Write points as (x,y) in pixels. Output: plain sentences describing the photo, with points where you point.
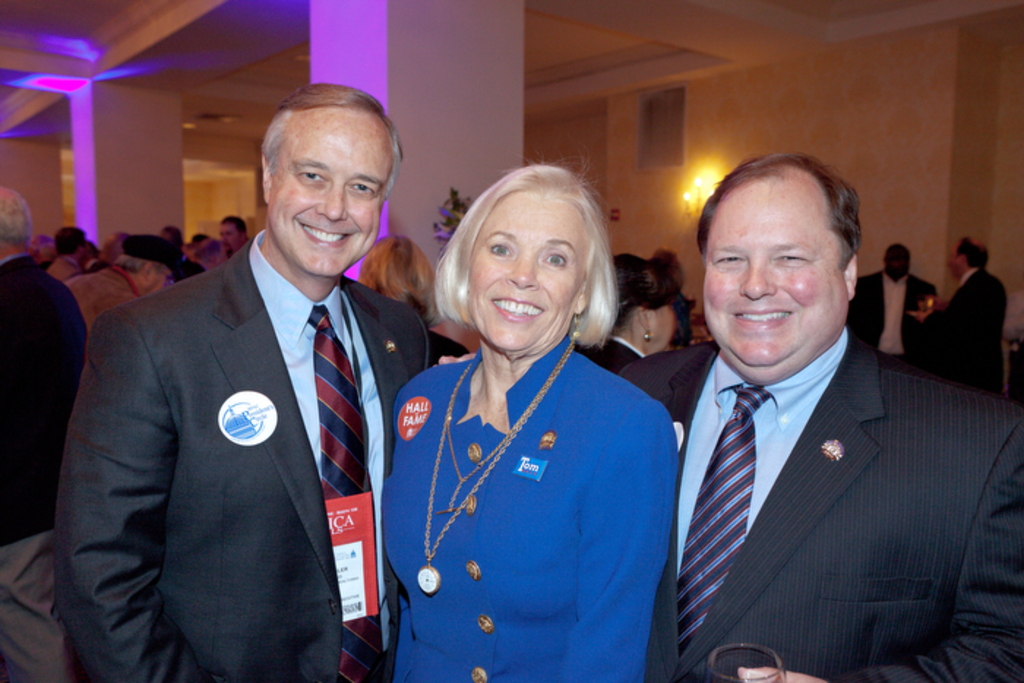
In this image there are three people (510,425) standing with a smile on their face (787,218), behind them there are a few people (419,250) standing and there are pillars (83,119). At the top of the image (172,49) there is a ceiling (185,41). In the background (533,124) there is a wall (701,174) and a lamp (712,178).
